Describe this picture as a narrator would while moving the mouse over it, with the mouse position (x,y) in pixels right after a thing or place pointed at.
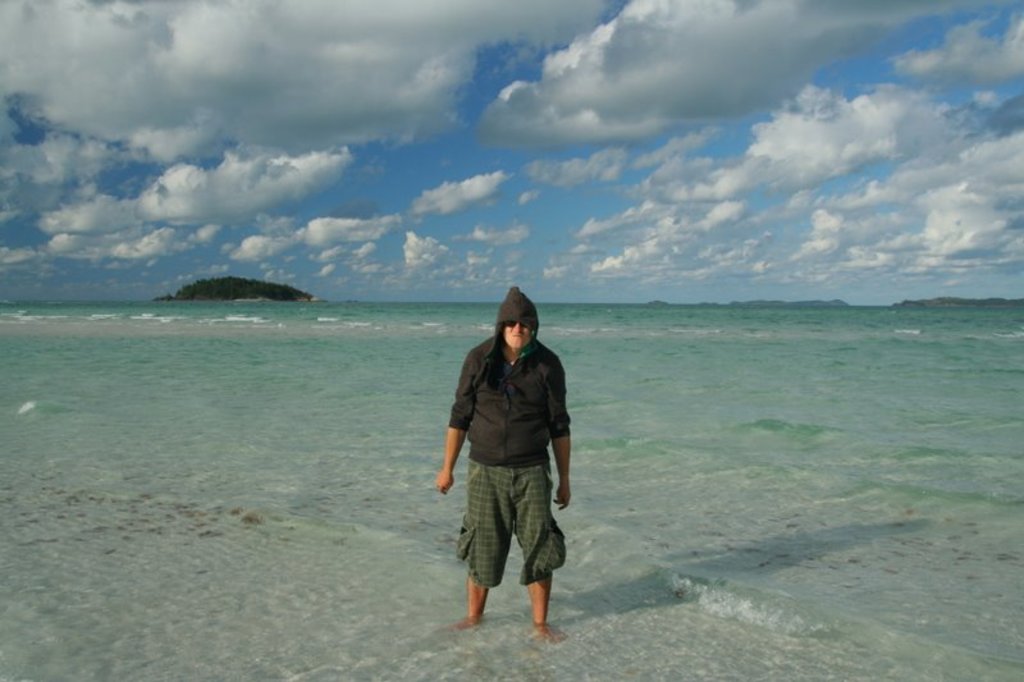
In the image we can see a person (481,502) standing and wearing clothes (508,552). Here we can see the sea (635,519), hill (230,290) and the cloudy sky (503,294).
